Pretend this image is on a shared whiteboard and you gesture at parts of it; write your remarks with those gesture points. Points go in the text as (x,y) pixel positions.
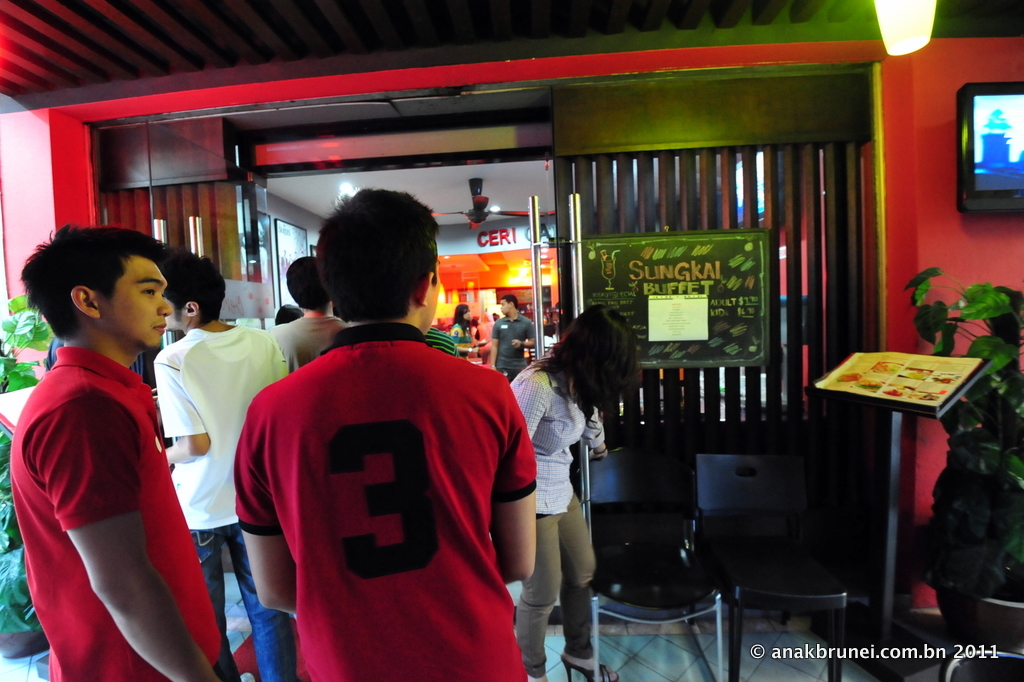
In this image I can see number of people (478,392) are standing and on the both side of this image I can see few plants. On the right side (729,491) I can see a board (742,282), few chairs (740,480), a stand (842,394), a television (990,109) on the wall (941,191) and a light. I can also see a paper (907,393) on the stand (897,404) and on it and on the board (639,271) I can see something is written. In the background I can see a ceiling fan (471,181) and on the bottom right side of this image (988,649) I can see a watermark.
